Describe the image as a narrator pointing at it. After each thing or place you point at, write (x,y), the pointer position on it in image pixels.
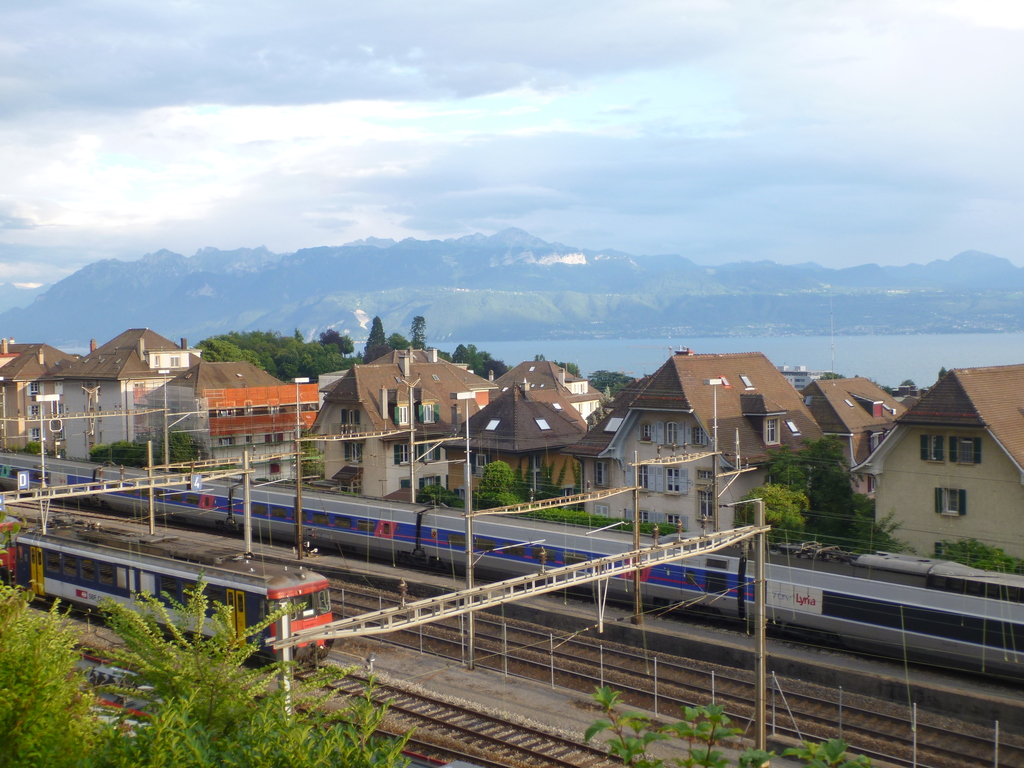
In this image we can see two trains (279,600) placed on the track (409,697). In the foreground of the image (614,574) we can see a group of poles (38,495). In the center of the image (612,442) we can see a group of buildings (524,436) with roofs (545,432). In the background (895,362), we can see water (925,354), mountains (544,269) and the cloudy sky (500,116).
